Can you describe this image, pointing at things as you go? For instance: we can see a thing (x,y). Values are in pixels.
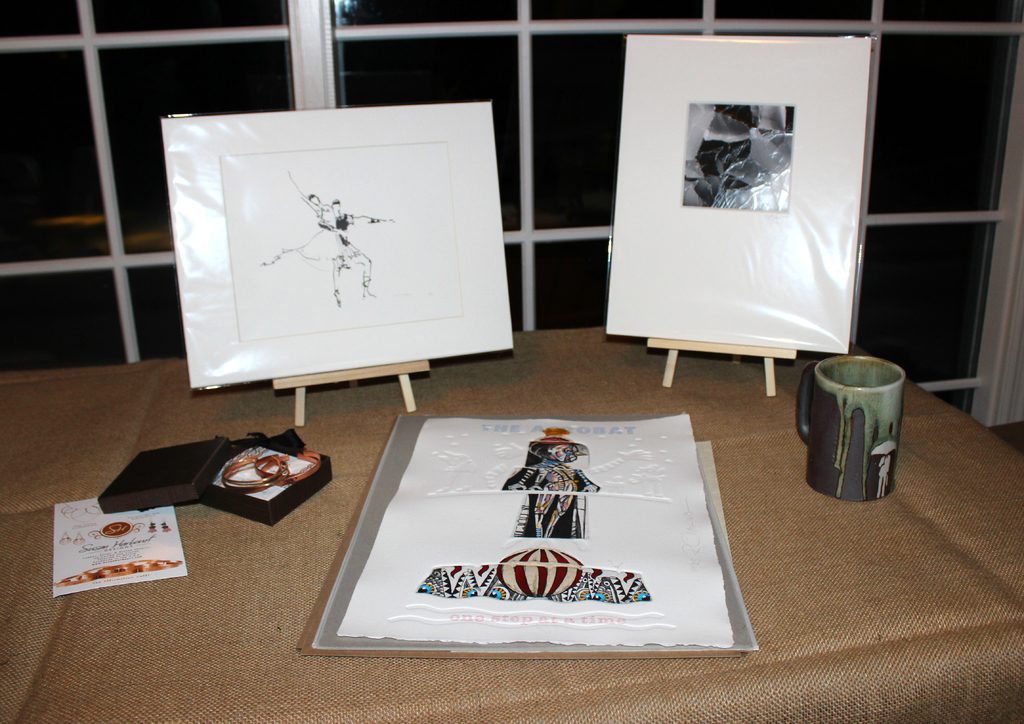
In this image we can see some papers (391,602), boards (504,332), an object (286,464) inside a box (204,479) and a cup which are placed on a table (827,616). On the backside (559,250) we can see the windows (545,273).
